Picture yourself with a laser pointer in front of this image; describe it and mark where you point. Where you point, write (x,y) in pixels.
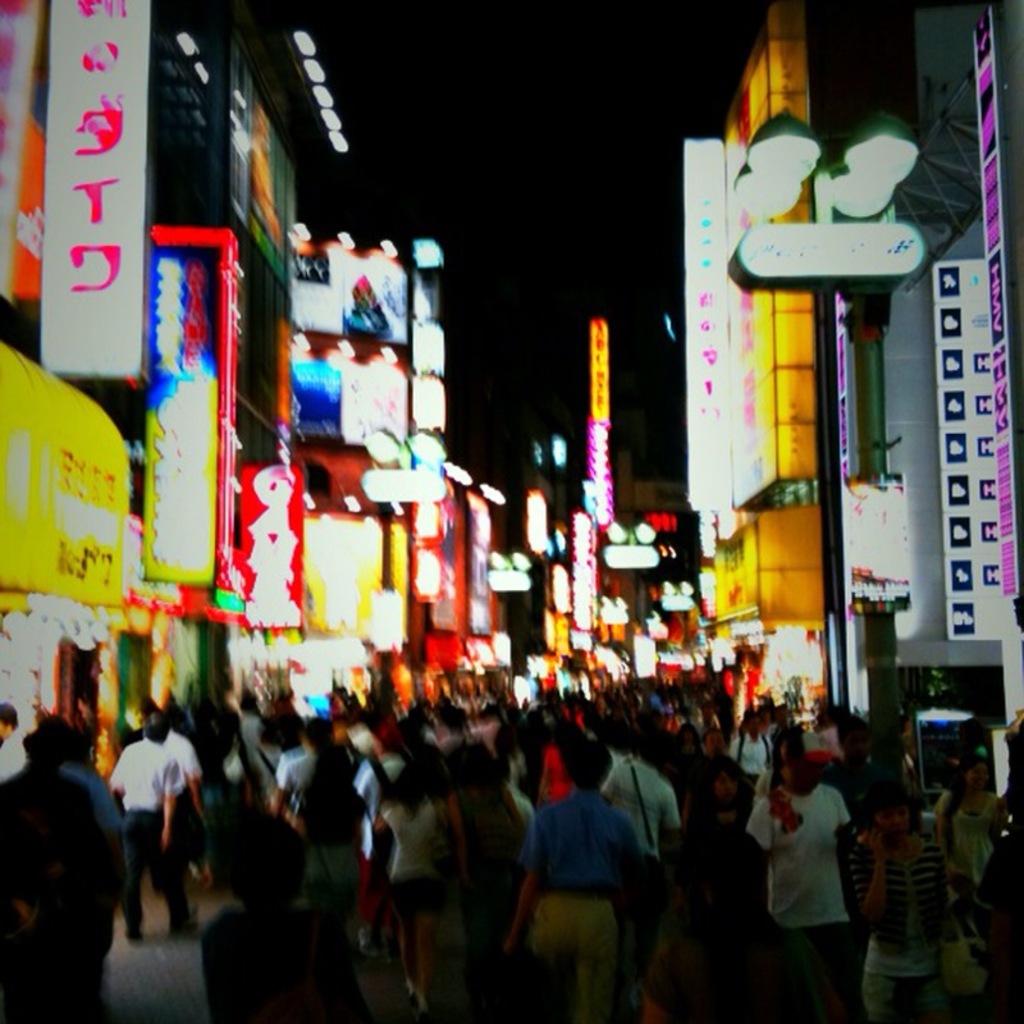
In this image in the center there are group of persons (493,815) walking. In the background (406,487) there are buildings (549,526) and there are lights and there are boards (171,492) with some text (577,530) written on it.
